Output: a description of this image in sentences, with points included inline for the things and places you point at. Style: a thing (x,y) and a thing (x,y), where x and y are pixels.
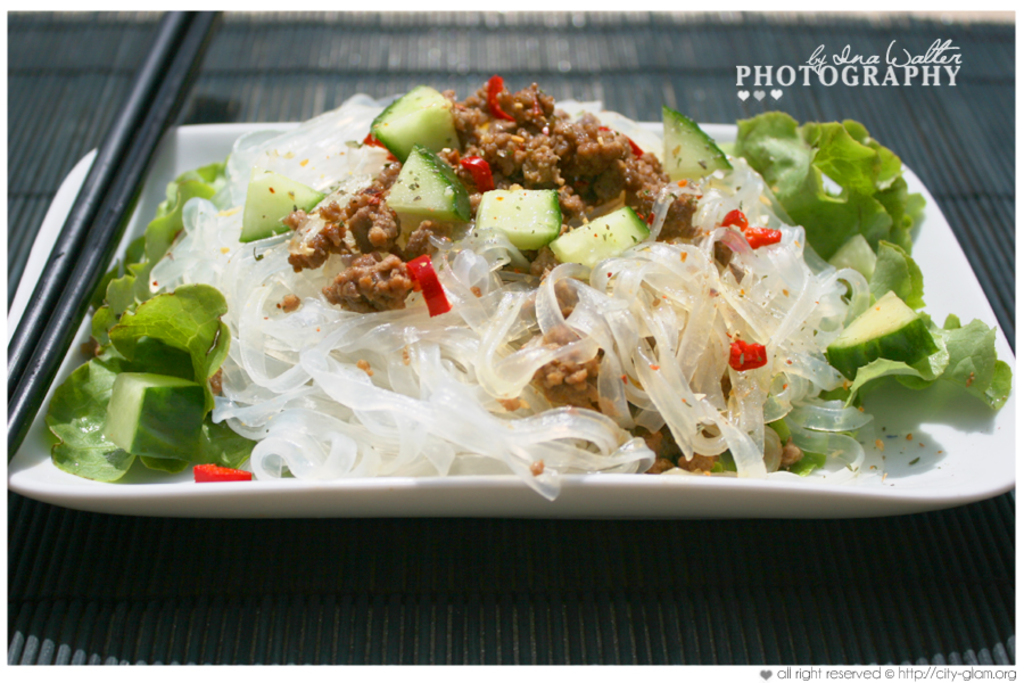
There are vegetable pieces (163,399), leaves (746,127) and other food items (772,303) on a white color tray (1014,383) which is on a surface (427,557). In the top right (921,84), there is a watermark (937,76). And the background (935,101) is gray in color.
